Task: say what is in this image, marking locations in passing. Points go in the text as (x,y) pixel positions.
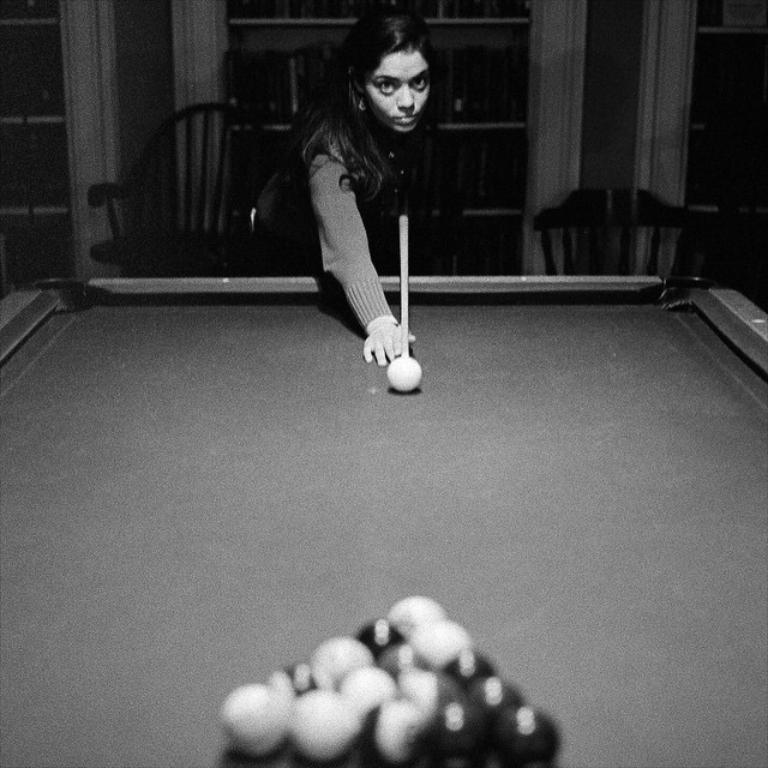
In the image we can see there is a woman (342,143) who is standing and holding a stick (408,257) and in front of her there is a billiard board (606,578). There are balls (383,682) which are kept on the board (494,605) and the image is in black and white colour.
